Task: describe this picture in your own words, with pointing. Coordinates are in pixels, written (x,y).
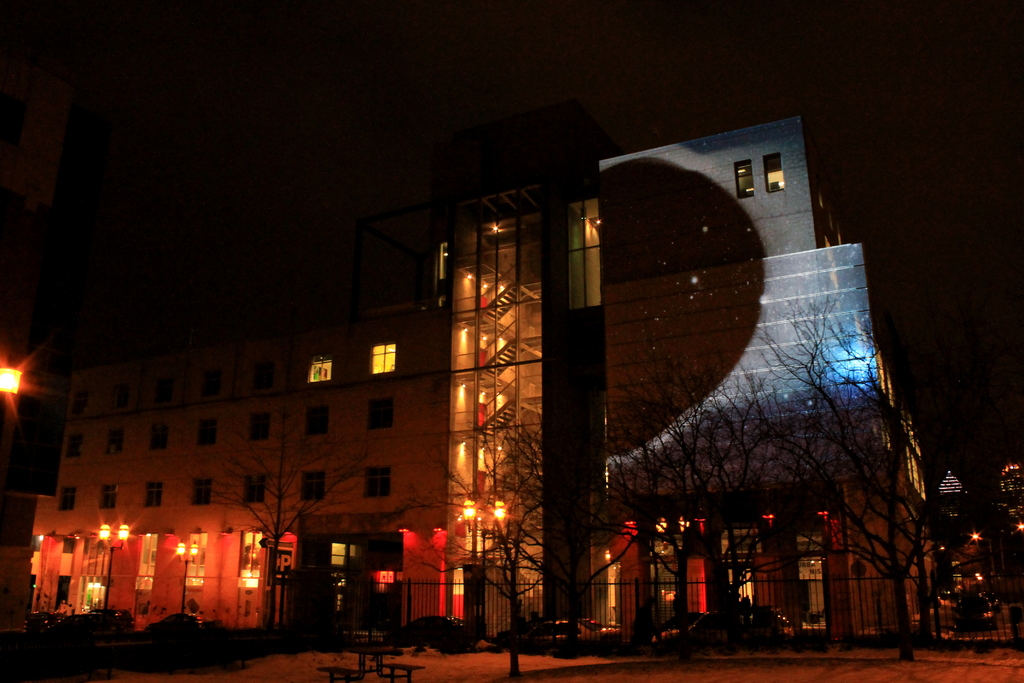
In this image there are buildings (647,208), trees (712,448) and light poles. Image also consists of cars (561,639). Fence (733,609) and bench (409,667) are also visible.
